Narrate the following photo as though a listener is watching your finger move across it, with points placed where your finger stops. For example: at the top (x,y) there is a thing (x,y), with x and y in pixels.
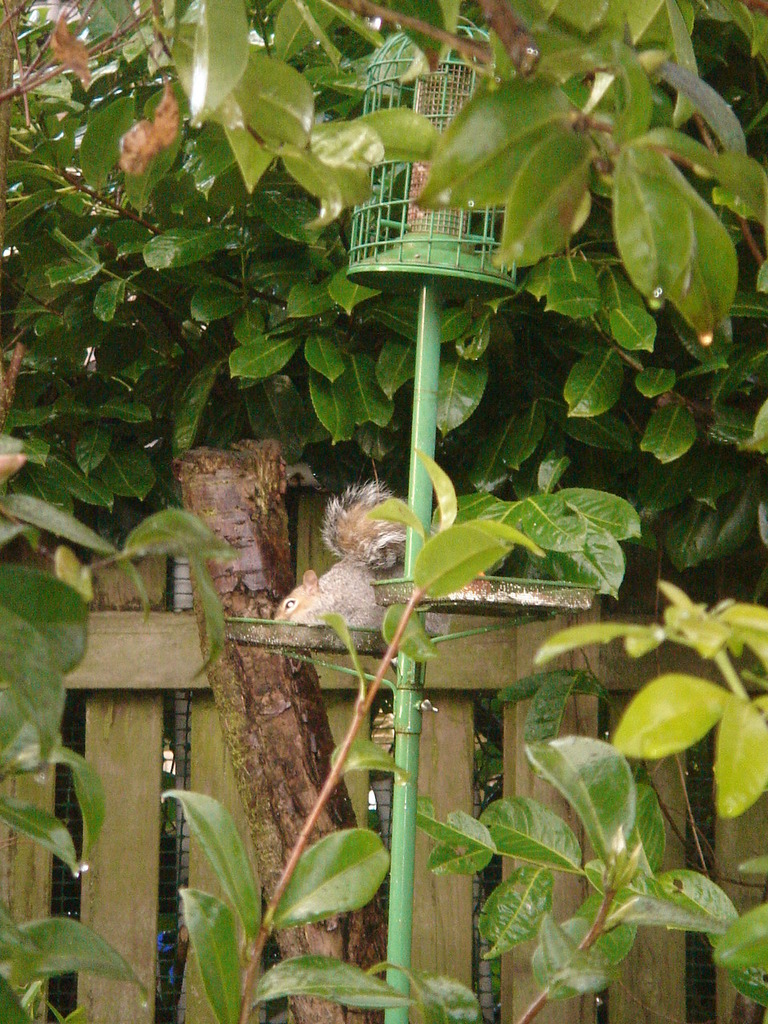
In this image, we can see an animal (372,592). We can see a pole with the cage (451,259). We can see a wooden fence (132,873). There are a few plants (603,309).
